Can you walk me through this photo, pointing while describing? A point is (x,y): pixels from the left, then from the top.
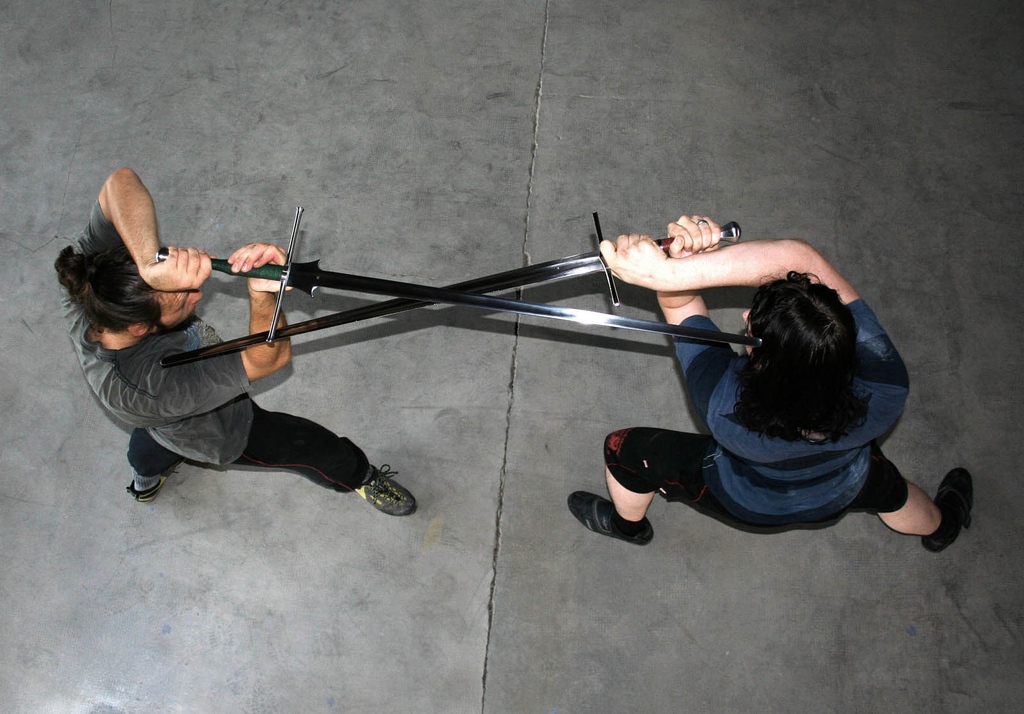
In this image there are two people (852,354) standing on the surface (334,399) and they are holding swords (417,290) in their hands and they are pointing it to each other.
